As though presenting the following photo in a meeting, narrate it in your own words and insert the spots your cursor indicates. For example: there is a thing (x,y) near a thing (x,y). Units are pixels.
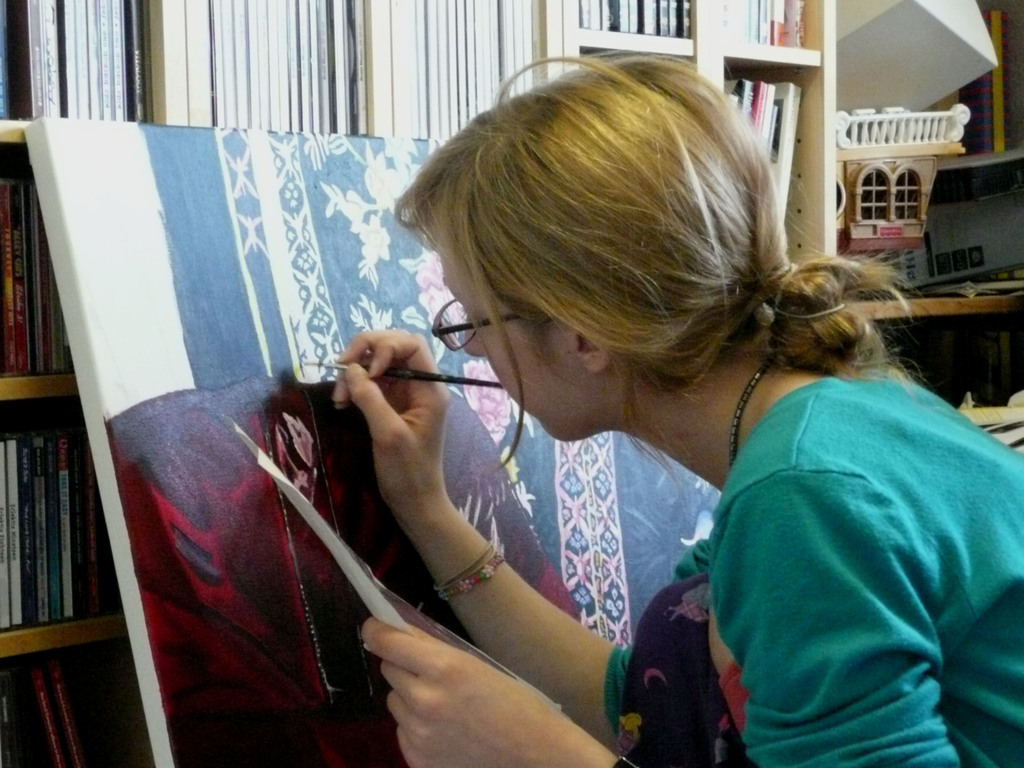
In this image, we can see a person (445,220) wearing clothes (858,500) and painting on the board (492,459). In the background (799,62), we can see a rack (743,46) contains some books (33,552).
